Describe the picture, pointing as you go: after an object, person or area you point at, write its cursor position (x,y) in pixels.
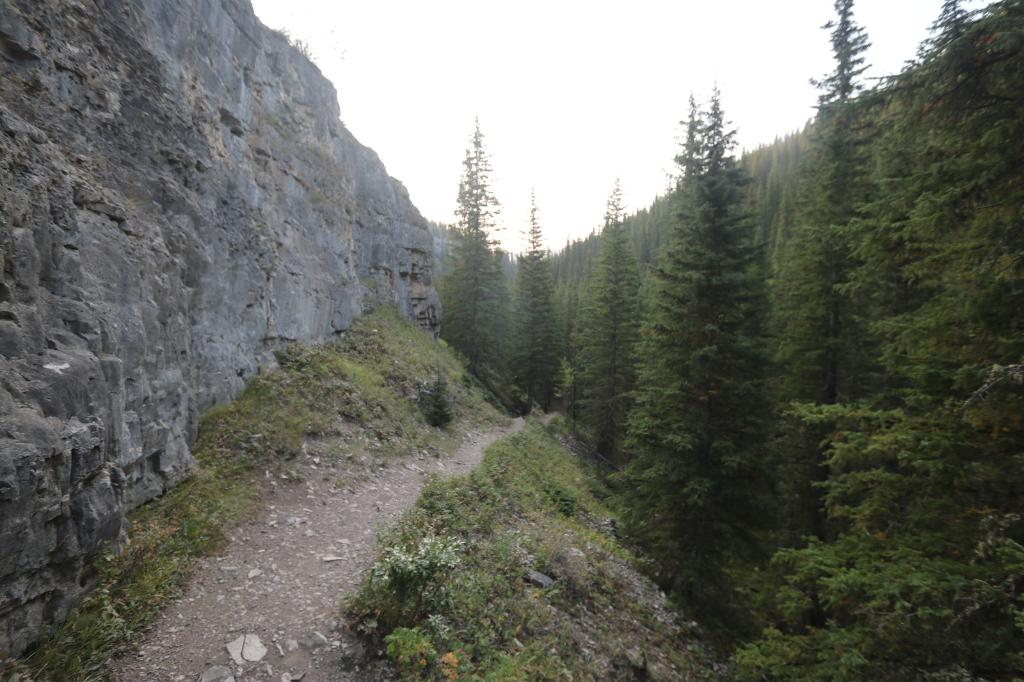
In this picture we can see so many trees (824,358) and one big rock (197,222).
